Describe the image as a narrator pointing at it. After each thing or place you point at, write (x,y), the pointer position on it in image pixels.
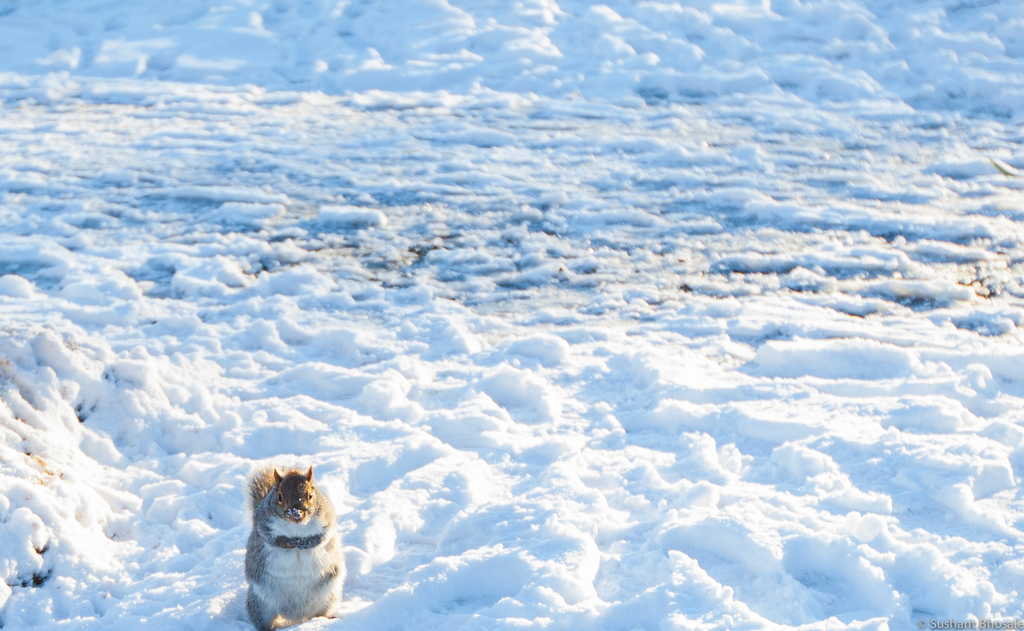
In this image we can see squirrel (303,535) on the snow (461,537).
